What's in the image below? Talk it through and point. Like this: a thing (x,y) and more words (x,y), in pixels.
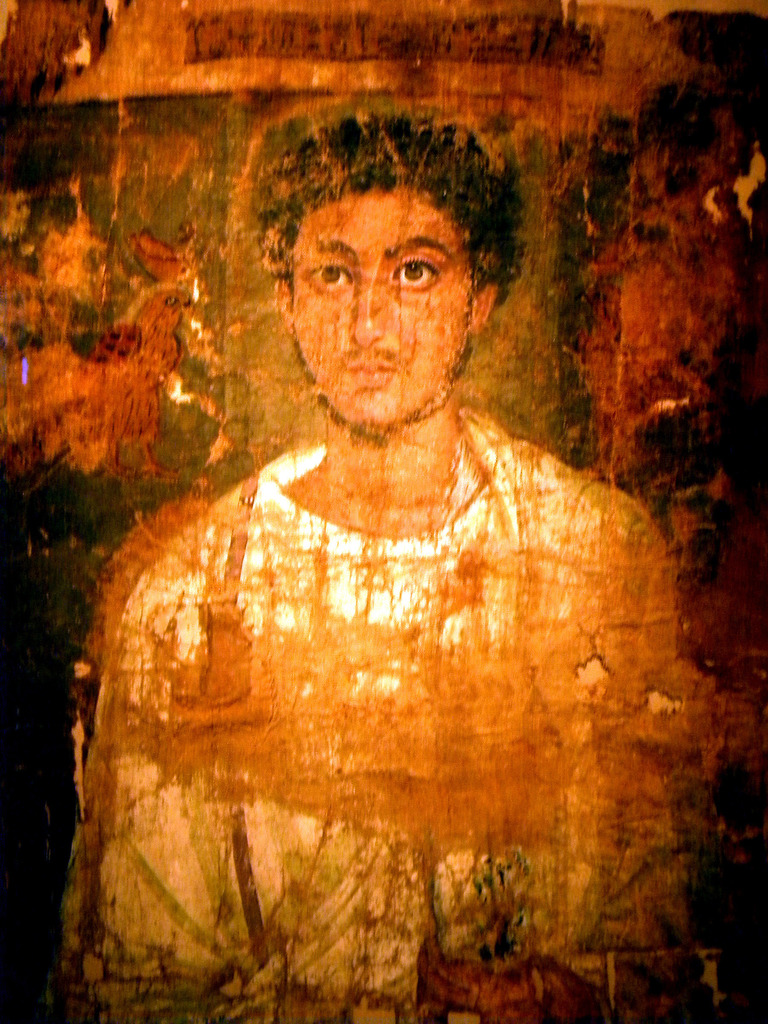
In this picture we can see a painting (445,418) of a person (441,309).
